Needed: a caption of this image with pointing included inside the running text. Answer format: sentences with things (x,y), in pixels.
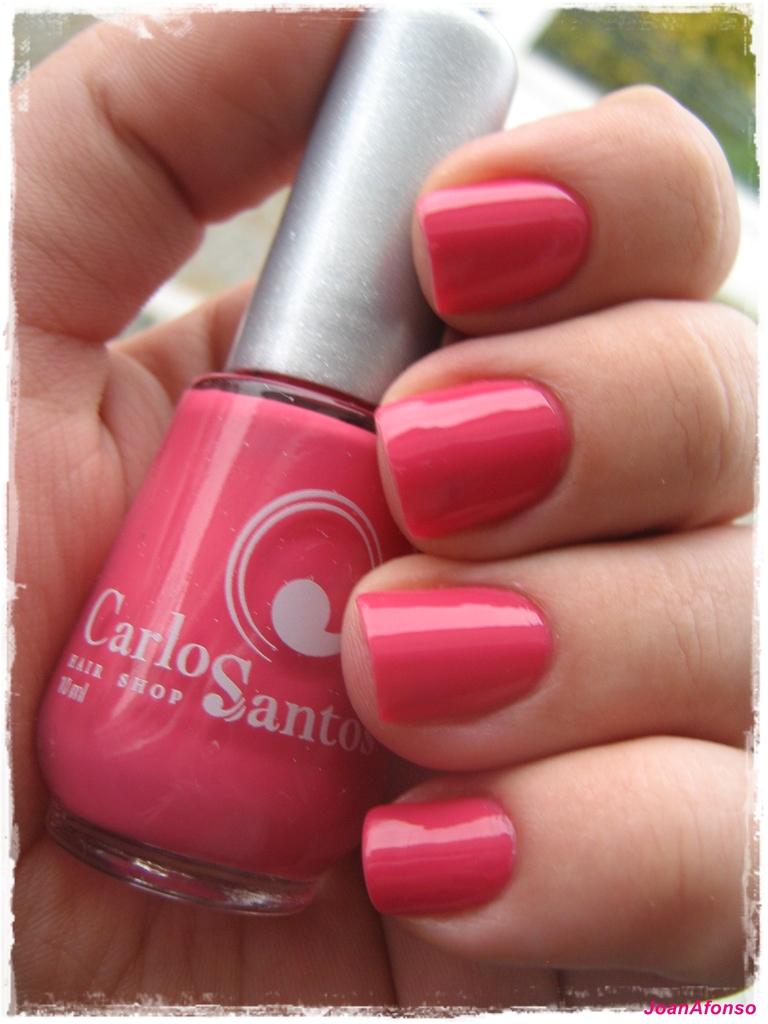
In the center of the image (446,470) we can see a person (417,250) holding a nail polish (326,592).
